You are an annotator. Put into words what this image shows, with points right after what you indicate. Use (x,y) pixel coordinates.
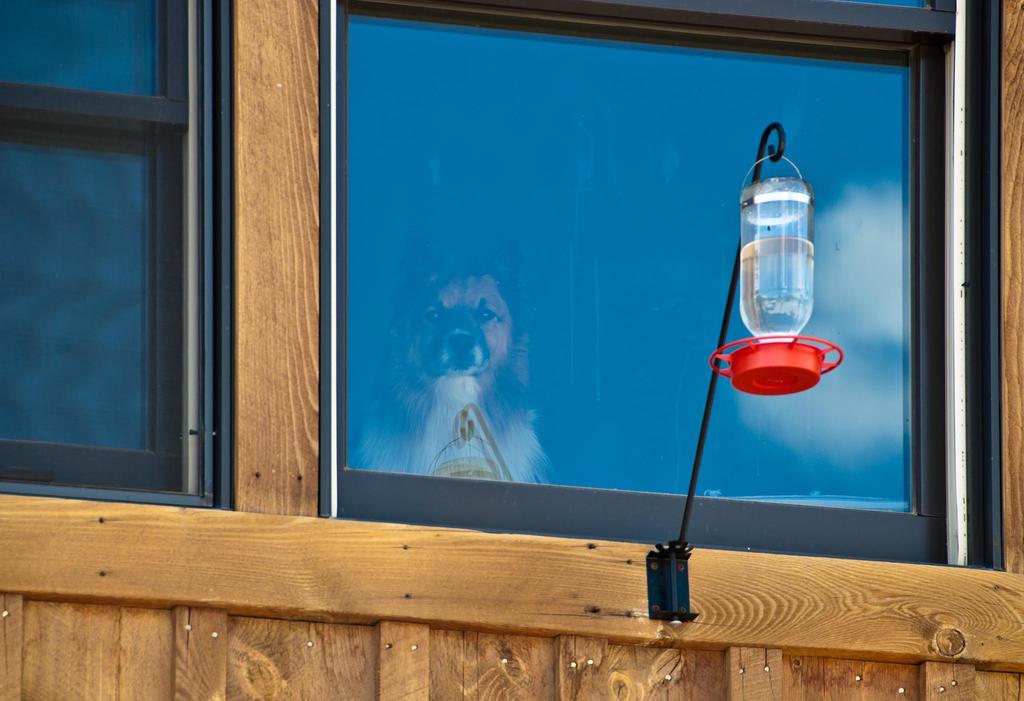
In this picture we can see windows (520,233), bird feeder (779,318), wall (609,613), glass (413,256). Through glass (445,374) we can see a dog (439,368).
